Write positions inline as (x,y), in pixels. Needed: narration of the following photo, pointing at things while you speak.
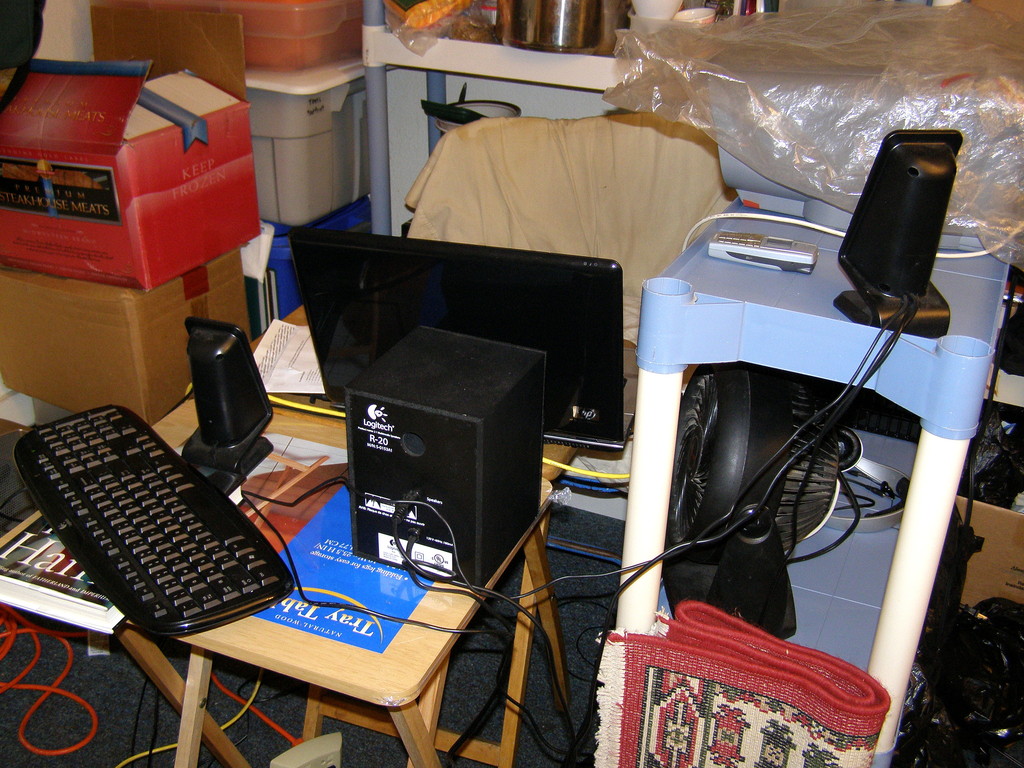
In this image I can see a system (439,307), sound box (464,490) on the table (312,607). There are some cardboard boxes (108,207) and the baskets (344,79).
